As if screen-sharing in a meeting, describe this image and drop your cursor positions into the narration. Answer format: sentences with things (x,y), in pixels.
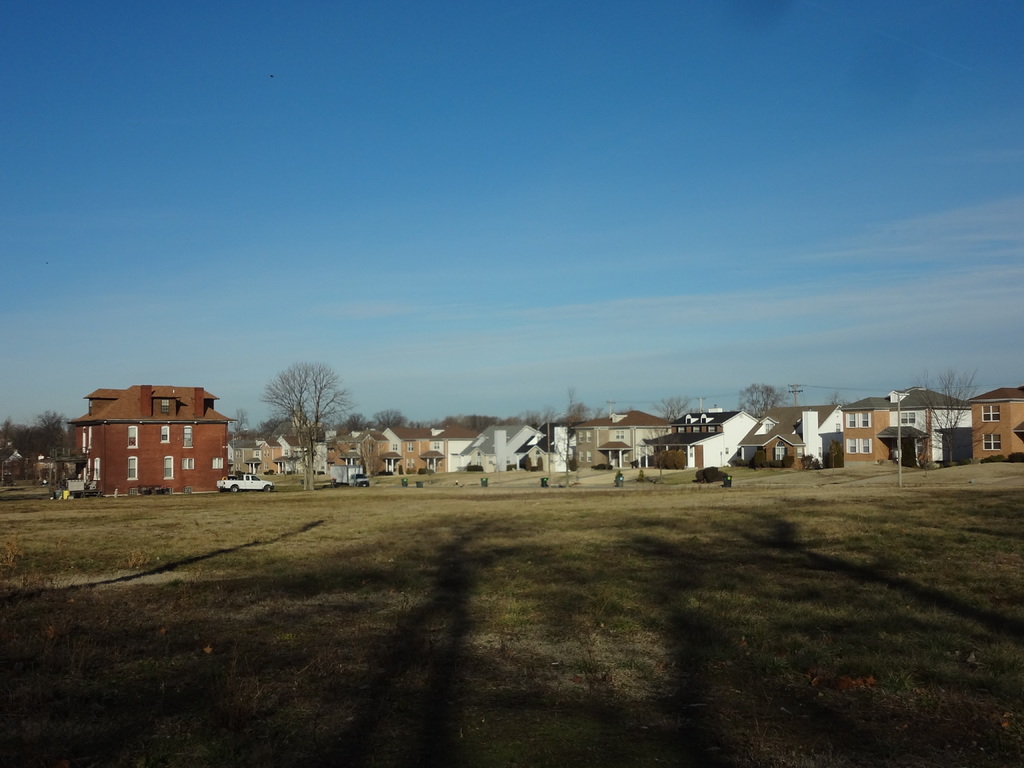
In this image there are a few cars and other vehicles (245,483) on the roads (593,479), behind that there are trees (309,484) and buildings (649,436) and there are electrical cables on top of the poles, on the surface (552,597) there is grass (505,635), in the sky (661,323) there are clouds (619,329).
